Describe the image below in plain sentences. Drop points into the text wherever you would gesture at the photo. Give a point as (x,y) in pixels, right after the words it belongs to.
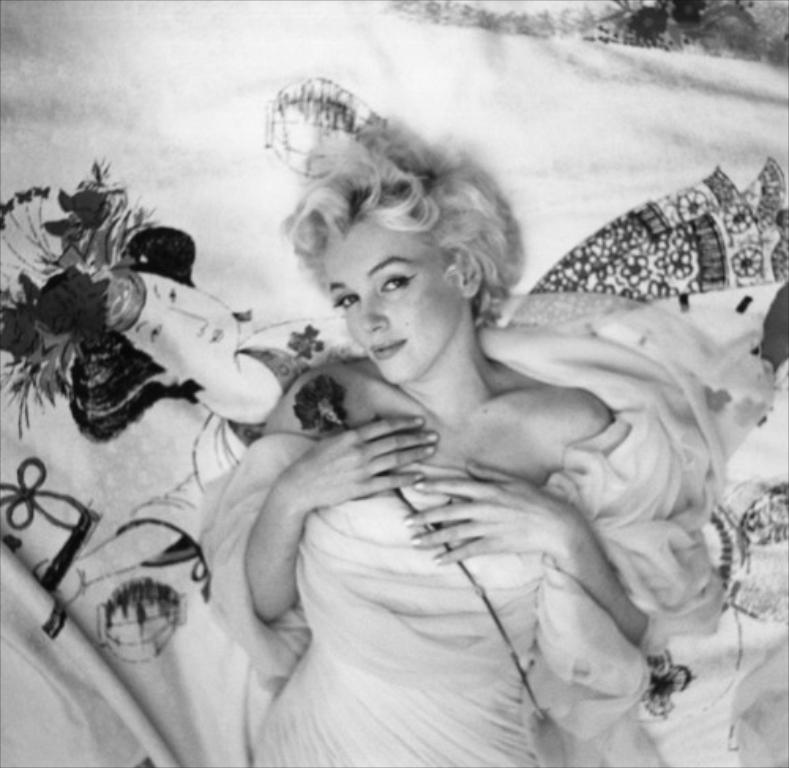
In this picture we can see a woman (418,344) is lying, she is holding a flower (334,422), at the bottom (163,677) there is a cloth (139,691), we can see design (116,380) of a person (104,364) on the cloth (163,350), it is a black and white image.
